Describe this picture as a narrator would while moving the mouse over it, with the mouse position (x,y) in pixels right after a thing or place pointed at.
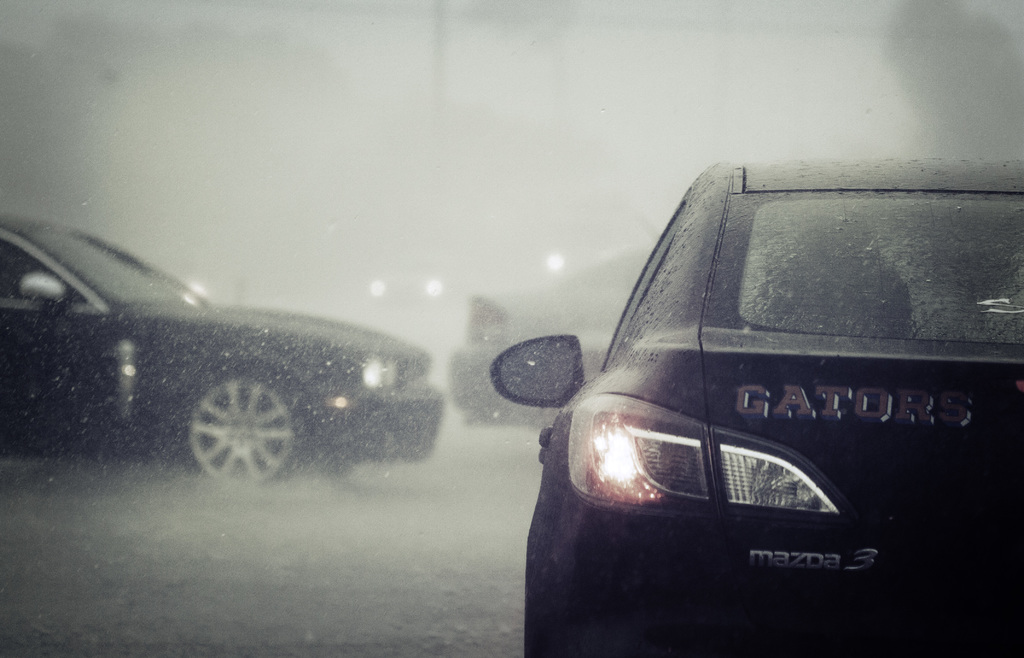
In this picture, it looks like raining and there are some vehicles (167,351) on the road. Behind the vehicles (283,381) there is the blurred background (873,133).
